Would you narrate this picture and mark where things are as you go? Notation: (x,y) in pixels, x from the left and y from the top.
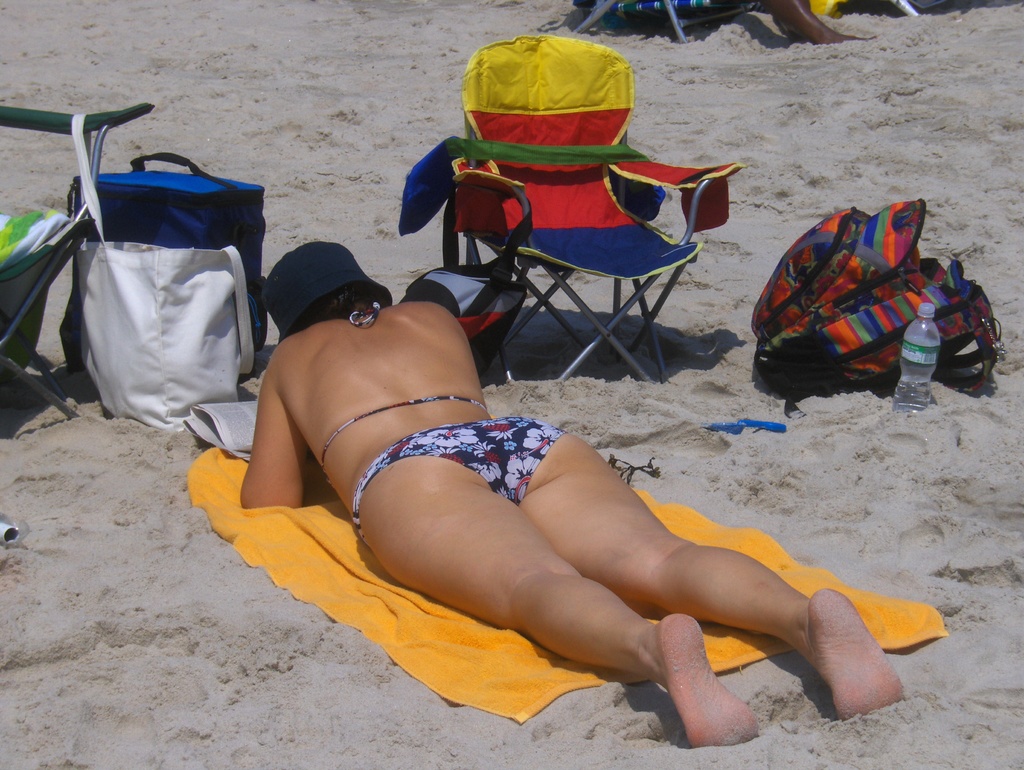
In this picture I can see one woman (398,384) is lying on the cloth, beside we can see chair (50,369), bags (826,369) and few objects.
